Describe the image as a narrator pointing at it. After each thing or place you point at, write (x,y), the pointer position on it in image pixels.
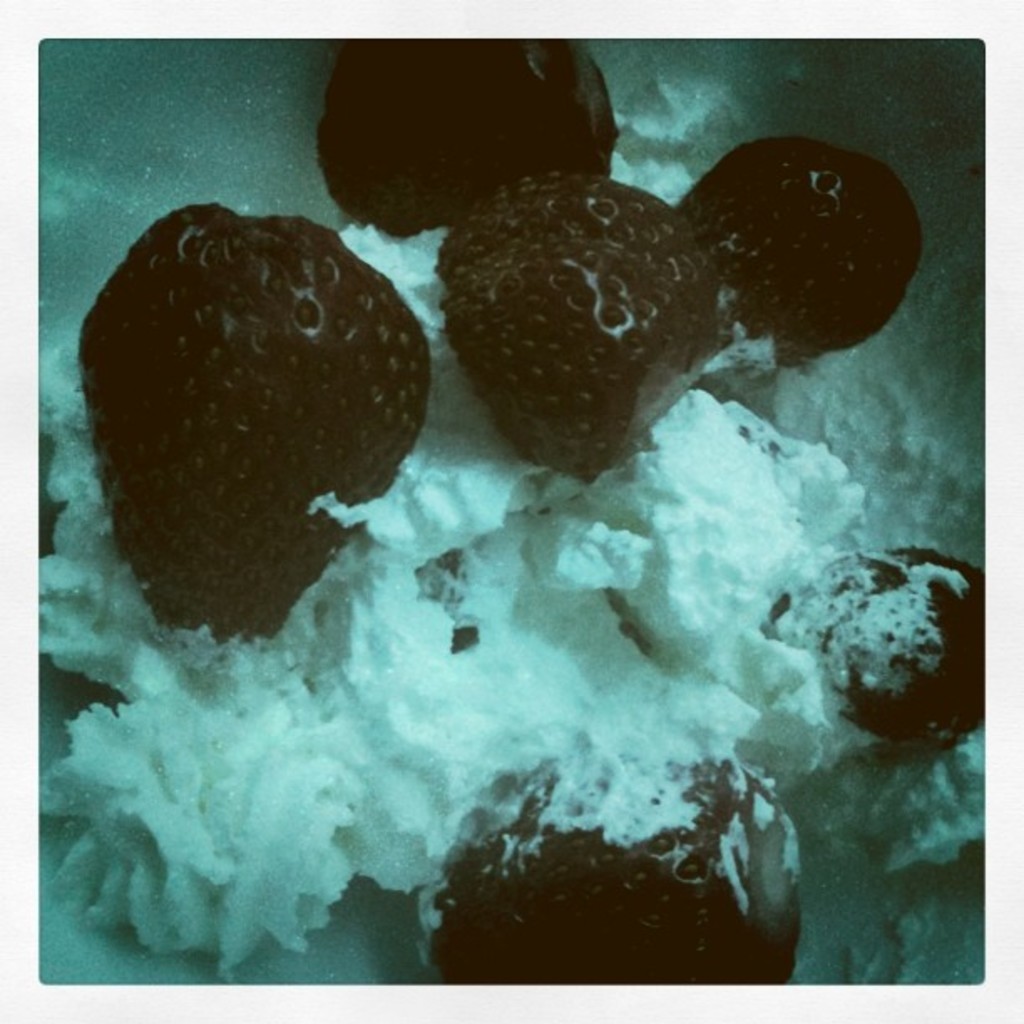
It looks like an ice cream (613,602) with the strawberries (470,311) in this image.
